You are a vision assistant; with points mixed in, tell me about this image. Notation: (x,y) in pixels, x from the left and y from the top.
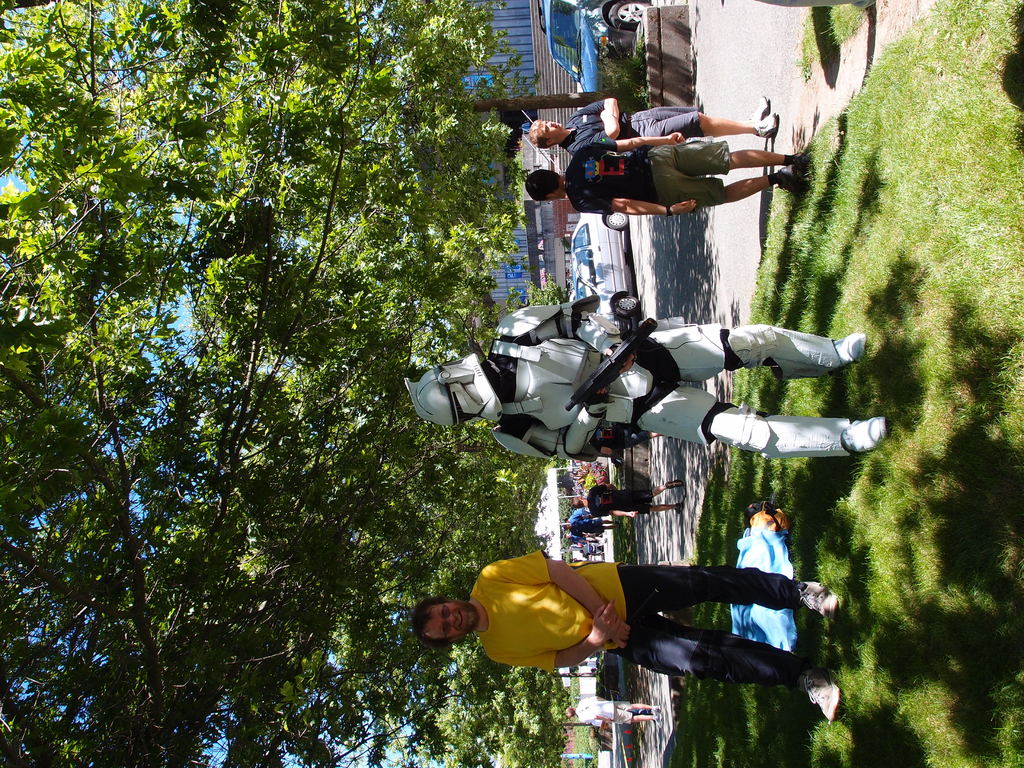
This picture describes about group of people (598,600), few are standing and few are walking, and we can see a person (624,399) in the middle of the image (618,373), the person (541,392) wore a costume (607,352), in the background (565,45) we can find few cars (568,57), trees (468,125) and buildings (495,182), and also we can see grass (884,214).
